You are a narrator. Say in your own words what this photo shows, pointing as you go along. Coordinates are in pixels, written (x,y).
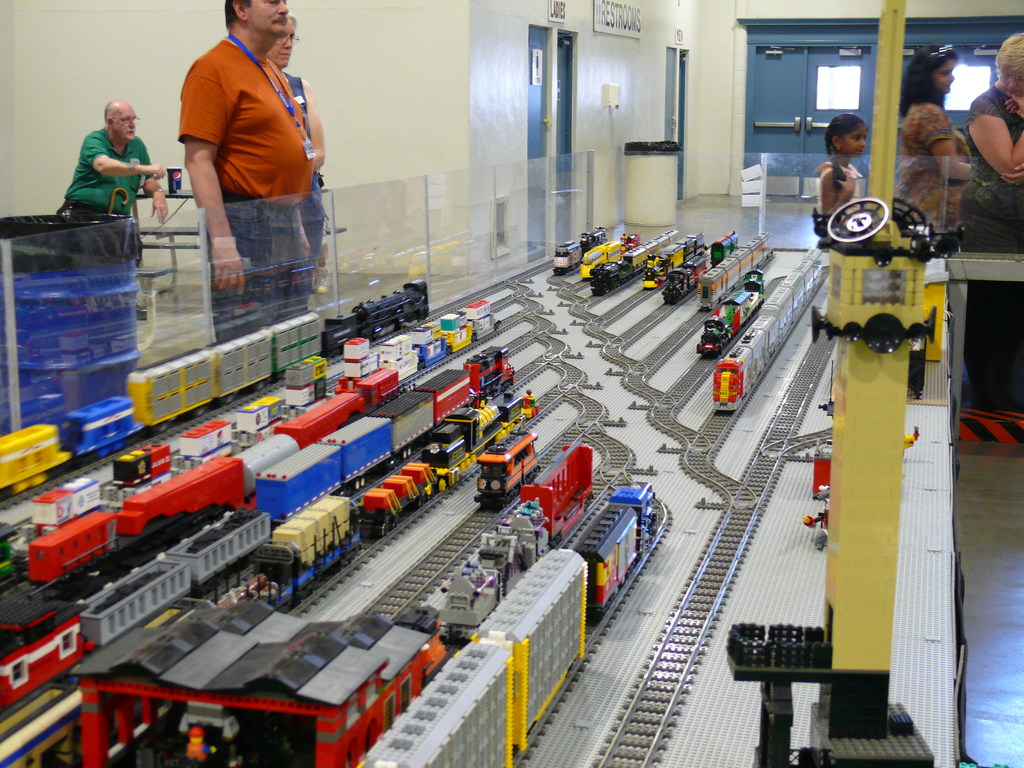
In the middle of the picture (354,465), we see toy trains (146,475) are placed on the railway tracks (423,557). Beside that, the man (226,125) in orange T-shirt (277,142) and the woman (315,118) in blue dress (295,94) is standing. Beside them, we see a blue color garbage bin (97,297). Beside that, the man (108,178) in green T-shirt (103,136) is sitting on the chair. In front of him, we see a table (180,193) on which blue color cup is placed. Behind that, we see a wall (107,49) in white color. On the right side (988,147), we see women (912,66) are standing. In the background (635,188), we see a white color garbage bin (644,142) and a wall (652,104) in white and blue color. This picture might be clicked in the science fair.
